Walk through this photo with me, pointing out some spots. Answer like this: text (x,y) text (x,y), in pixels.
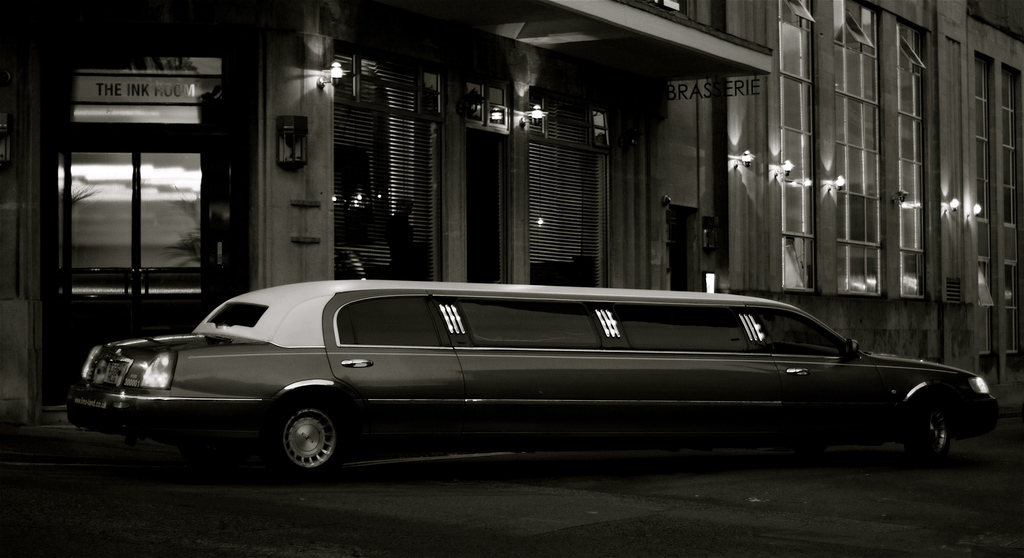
In this picture there is a car (588,370) on the road (654,484) and there is a building (607,144) and few lights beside it.
